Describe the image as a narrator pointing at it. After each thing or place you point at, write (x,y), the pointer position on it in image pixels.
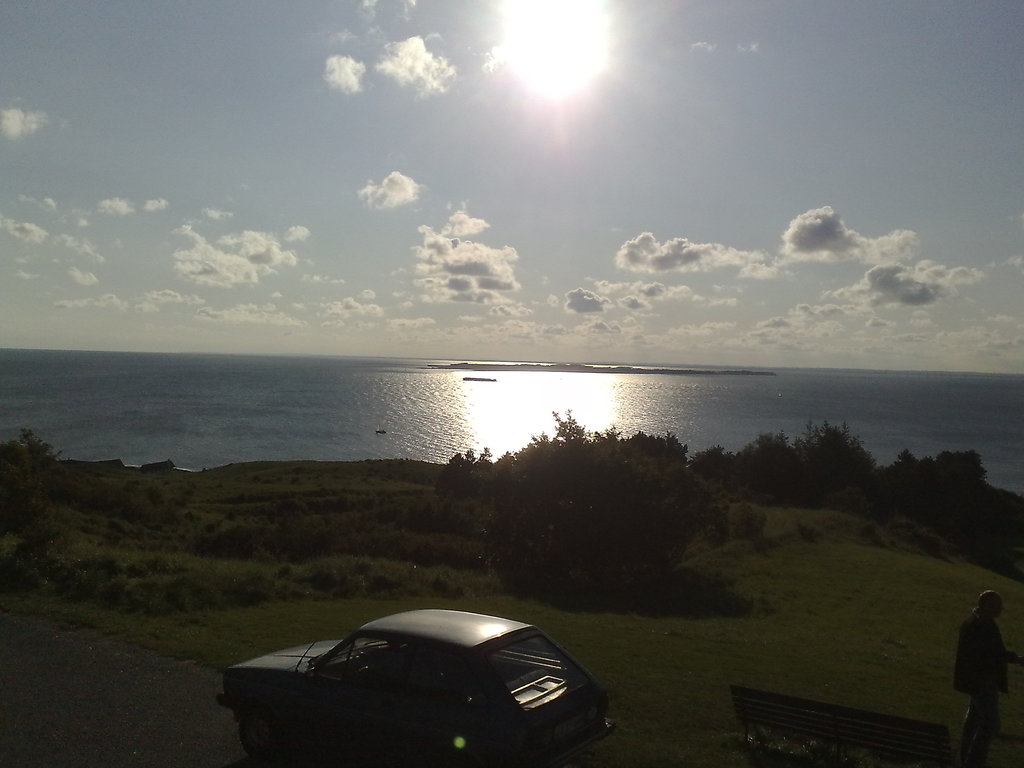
There is a person (970,671) standing and we can see bench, car (537,713) on the road (43,711), grass (807,591), plants (346,507) and trees (535,505). In the background (344,394) we can see water (362,419) and sky (262,337) with clouds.
